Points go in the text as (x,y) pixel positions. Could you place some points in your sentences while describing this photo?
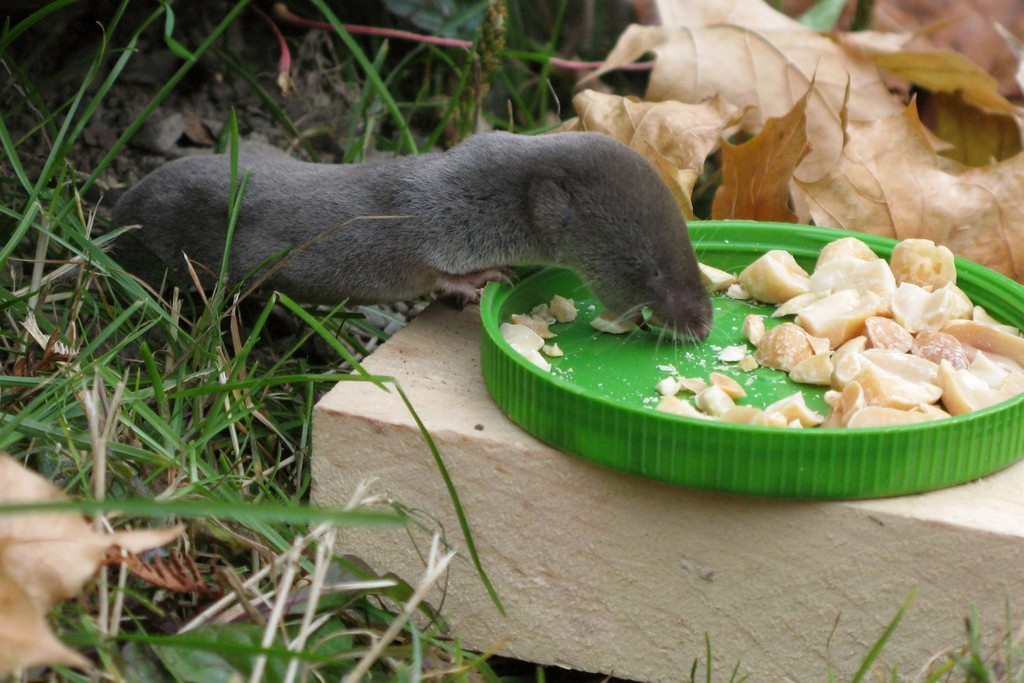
In this image I can see a green colour thing (674,343) on the right side (812,225) and on it I can see food (531,349). On the left side of this image (223,296) I can see grass (226,399) and a grey colour animal (456,227). I can also see leaves (661,162) on the top right side of this image (741,145).
